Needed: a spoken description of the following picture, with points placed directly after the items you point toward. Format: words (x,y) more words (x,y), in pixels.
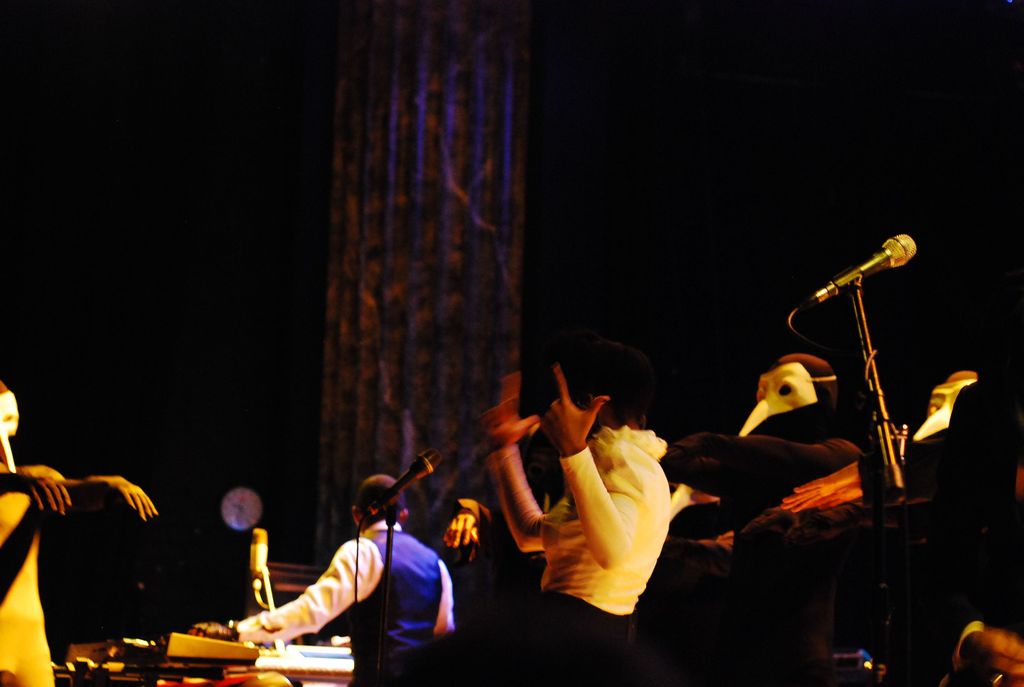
This image is taken in a music concert. There are people (534,461) in the image. There are mics (373,510).
